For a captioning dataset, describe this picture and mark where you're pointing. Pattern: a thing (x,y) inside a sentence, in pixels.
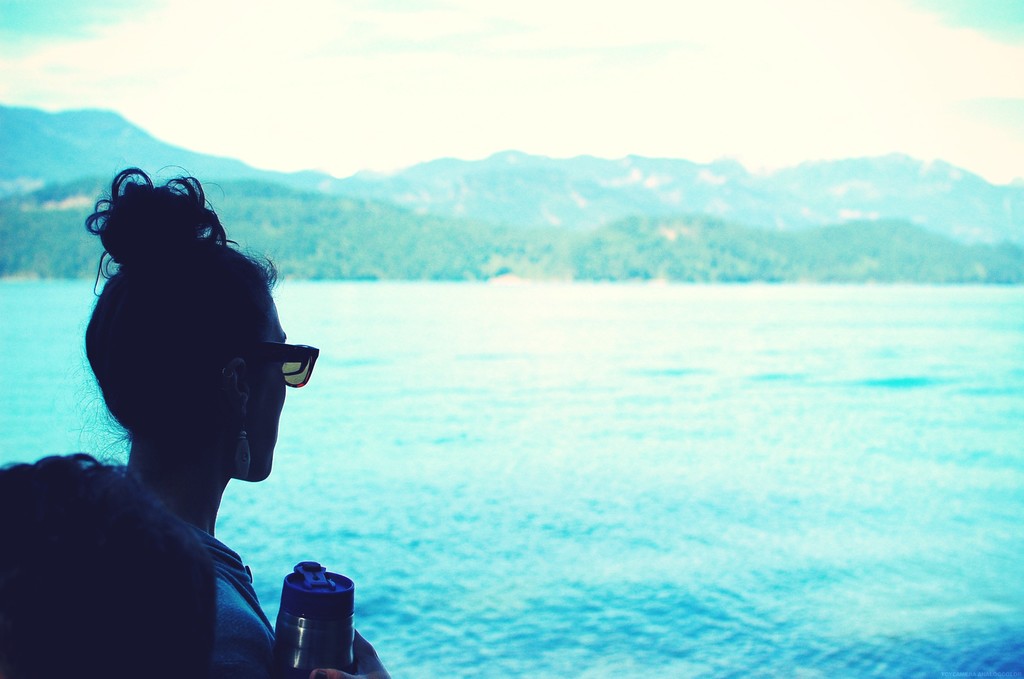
In this image I can see a person (244,615) holding a bottle (306,620). In front I can see a mountain (862,210), water (547,475), trees (773,248). The sky (428,156) is in white and blue color.
